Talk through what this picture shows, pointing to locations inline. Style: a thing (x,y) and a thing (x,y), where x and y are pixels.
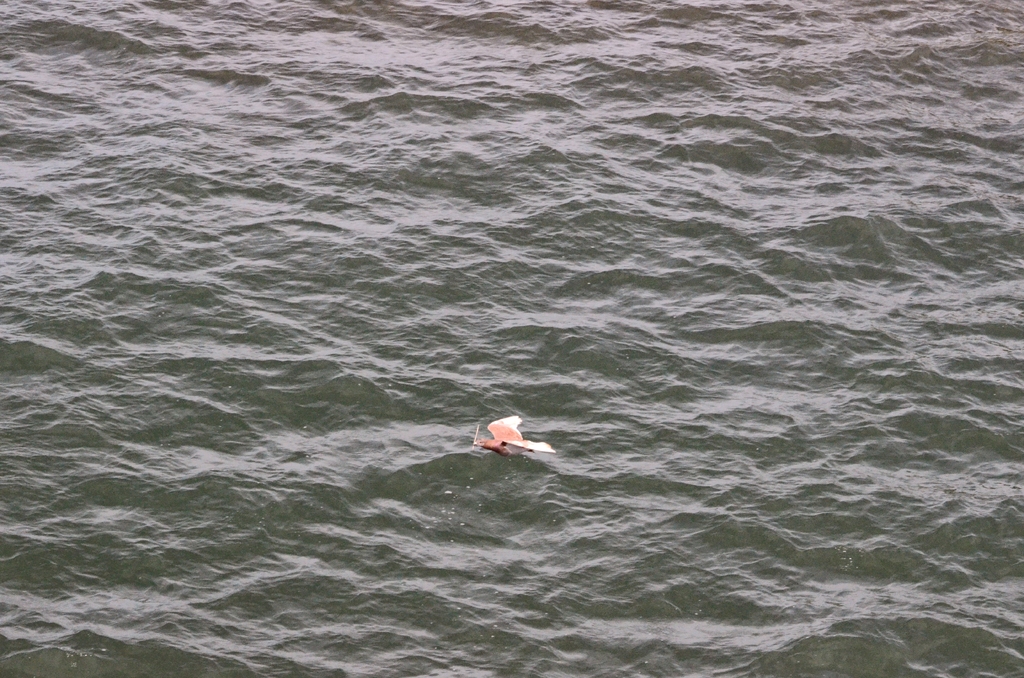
In the center of the image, we can see a bird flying over the water (262,328).
